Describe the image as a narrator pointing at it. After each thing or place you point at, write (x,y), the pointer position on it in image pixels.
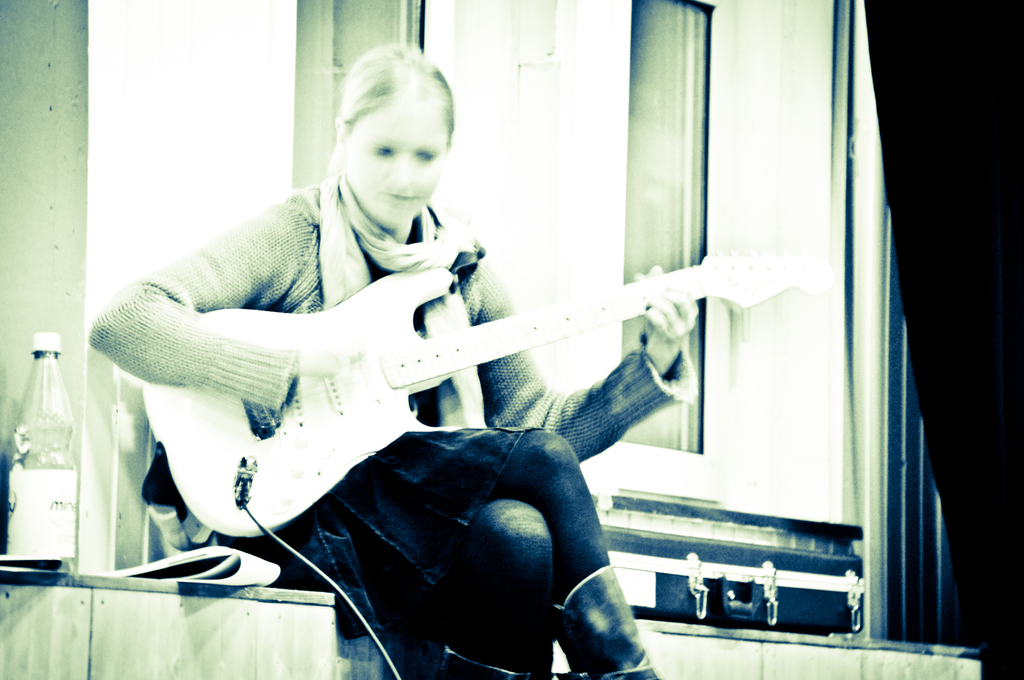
In this image, in the middle (360,415) there is a woman (541,598) sitting and she is holding a guitar (390,386) which is in white color, in the left side (47,442) there is a bottle (32,505) and in the right side (690,574) there is a black color bag (703,568), In the background (547,101) there is a white color wall (481,82).
